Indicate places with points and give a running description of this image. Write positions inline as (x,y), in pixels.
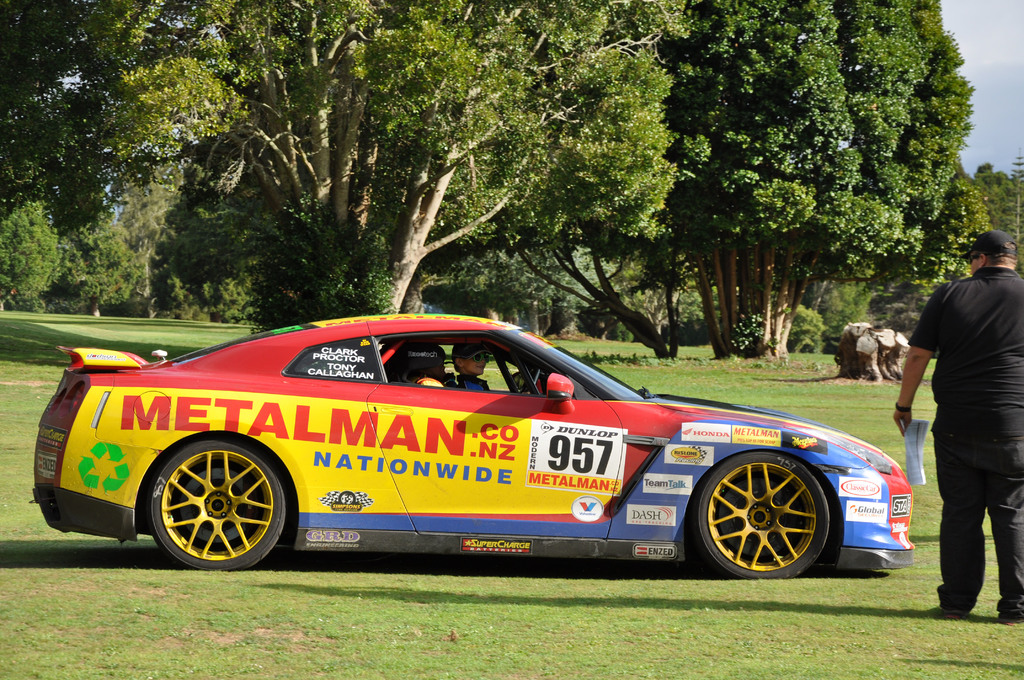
In the center of the image (475,415) we can see persons (458,361) in a car (486,477). On the right side of the image (1012,269) we can see person (952,527) standing on the grass (886,428). In the background (849,214) we can see trees (622,237), grass (634,366) and sky (979,117).
